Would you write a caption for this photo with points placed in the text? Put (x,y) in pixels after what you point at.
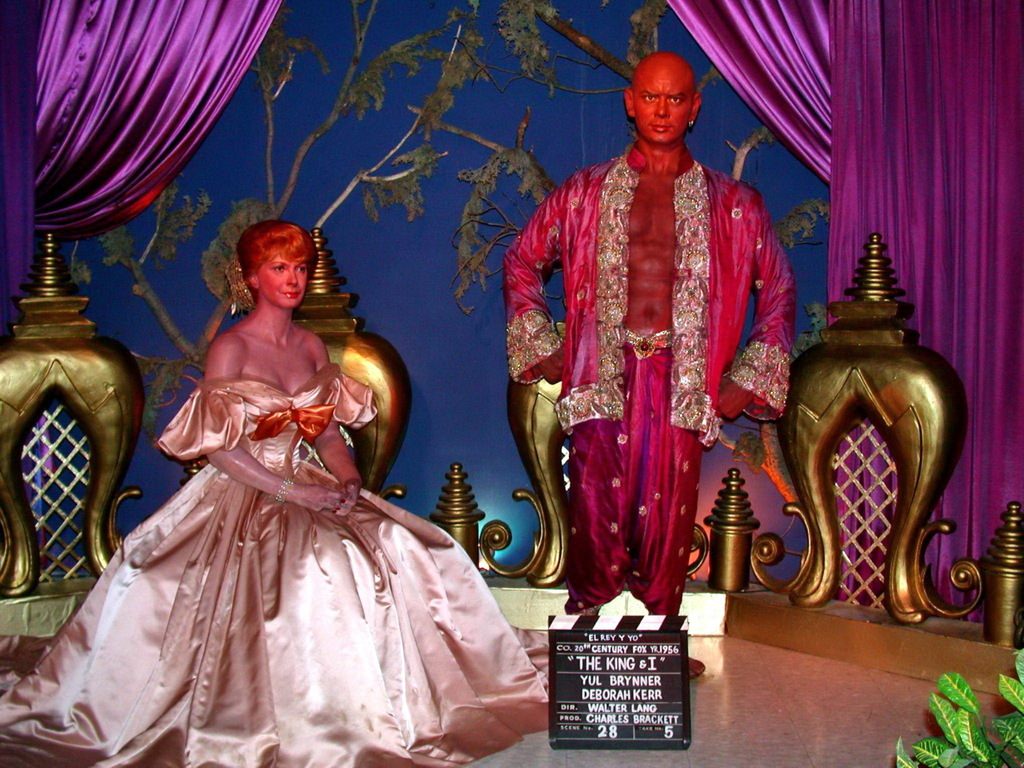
Here I can see two mannequins (580,411) which are dressed in the colorful clothes (228,540). In front of these I can see a black color board (629,701) which is placed on the floor (629,752). On this board (623,692) I can see some text (607,709). In the right bottom (942,746), I can see a few leaves (947,712) of a plant (994,727). In the background (235,153), I can see a board (709,107) which is decorated and also I can see the curtains (84,96).
